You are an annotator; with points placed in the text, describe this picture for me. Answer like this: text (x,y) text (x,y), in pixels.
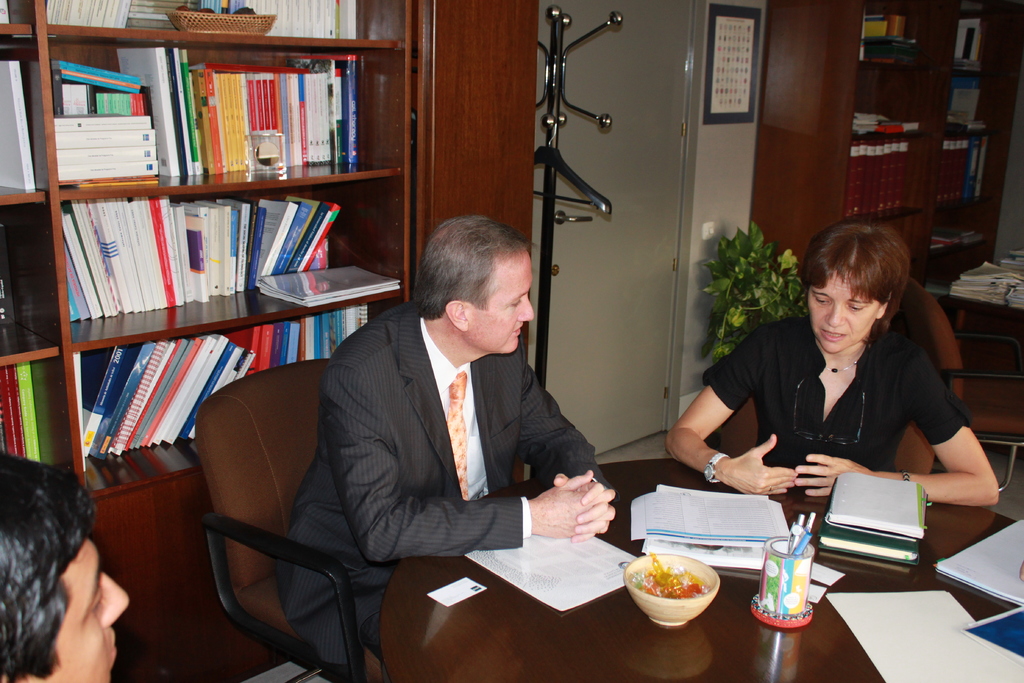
This picture shows couple of men (572,443) and a woman (824,397) seated on the chairs (935,451) and we see papers (965,566), books (906,562) and pen stand (791,551) and a bowl (672,608) on the table (510,645) and we see couple of bookshelves (200,49) with books (856,198) and another table (972,312) with books (976,292) on it and we see photo frame (740,58) on the wall (715,131) and a plant (779,295).
